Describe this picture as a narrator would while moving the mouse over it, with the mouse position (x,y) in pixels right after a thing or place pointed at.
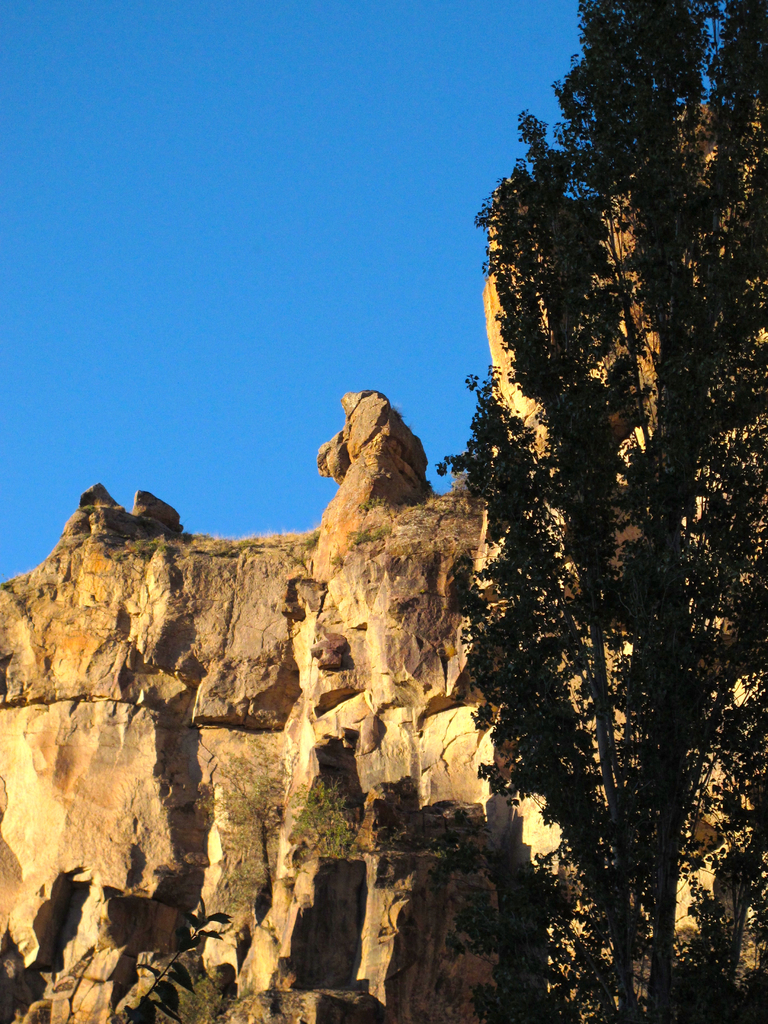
In this picture we can see rocks (429,670), trees (548,671) and we can see sky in the background (33,478).
